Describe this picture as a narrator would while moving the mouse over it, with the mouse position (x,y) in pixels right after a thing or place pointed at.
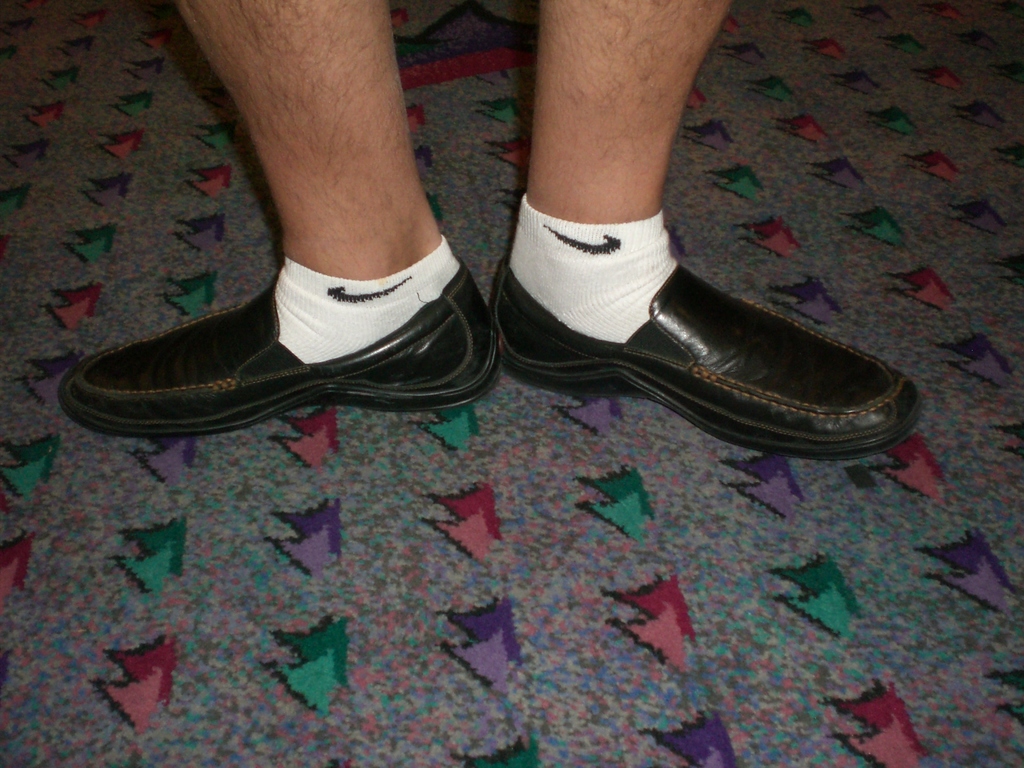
In this picture we can see a person's legs (329,273), we can see shoes (712,339) and socks (400,324) here.
